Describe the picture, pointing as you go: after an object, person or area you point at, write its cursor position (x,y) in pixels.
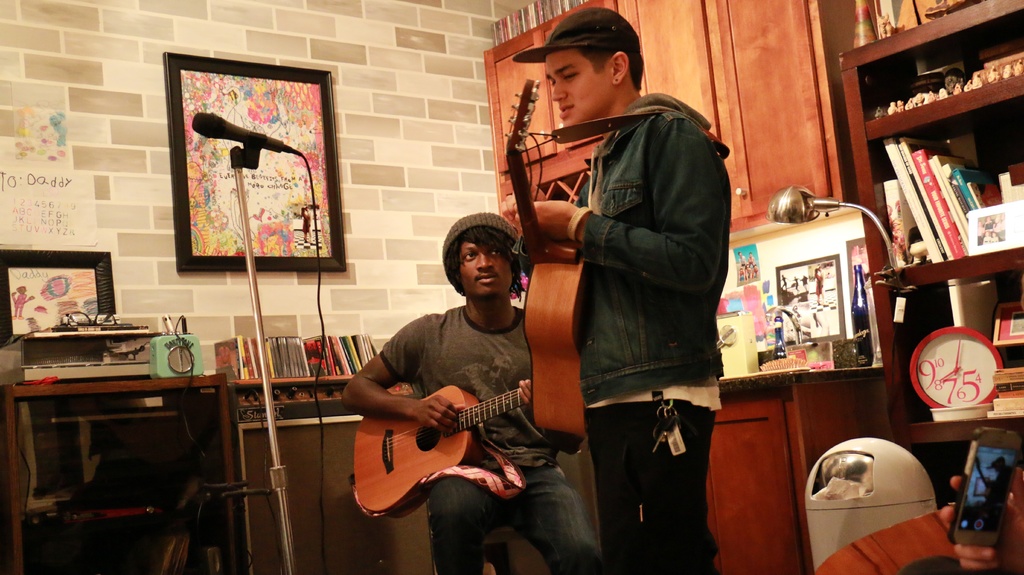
In this image i can see two men (441,320) playing the guitar (541,349), in front of the men (441,386) there is a microphone (255,138) at the back (287,77) there is a brick wall (344,51) and a frame (320,90) attached to it. Beside a wall (433,47) there is wooden shelf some books (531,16) contained in it there is lamp (784,215) and the clock (947,359) on the table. I can see the spectacles (114,316) on the machine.
